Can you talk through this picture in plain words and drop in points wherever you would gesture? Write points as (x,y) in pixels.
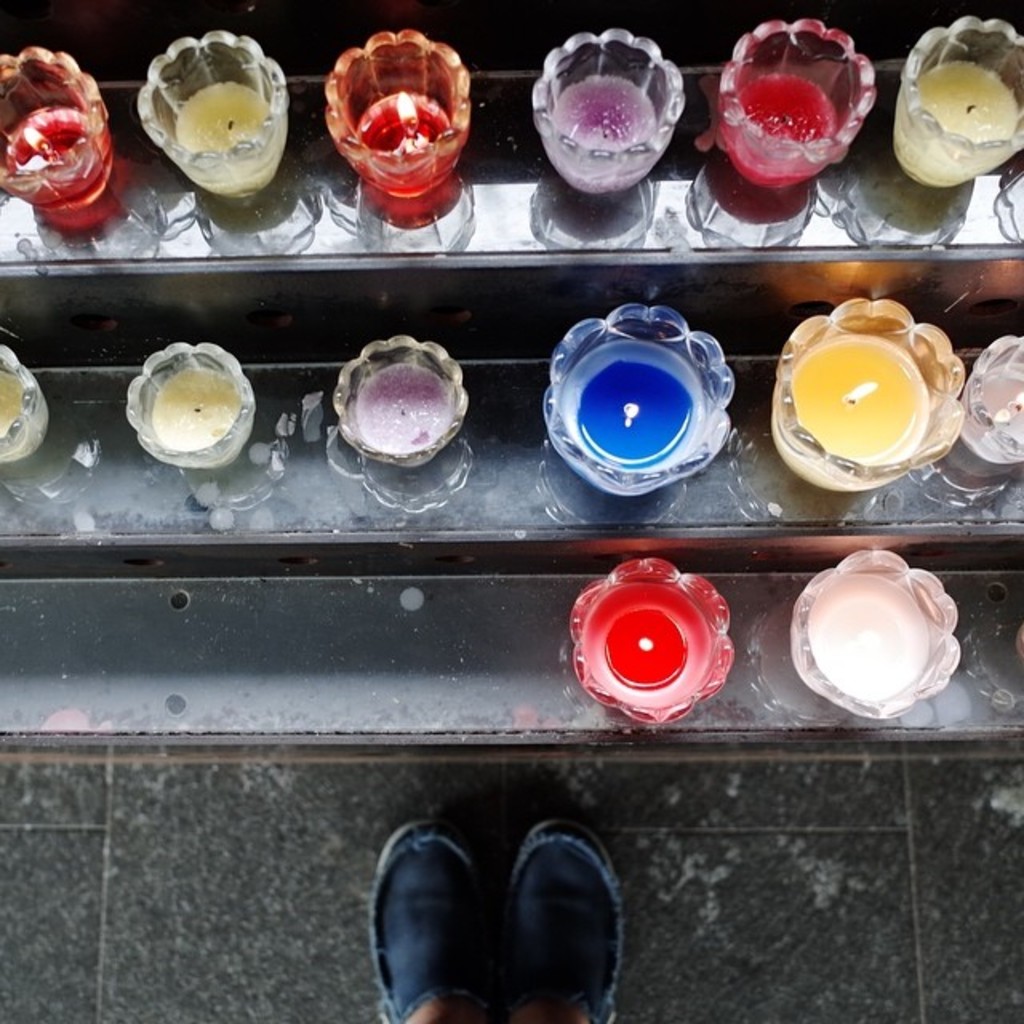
In this image we can see some candles (387,122) on the shelves (541,662) and also we can see the legs (561,873) of a person (567,891).
